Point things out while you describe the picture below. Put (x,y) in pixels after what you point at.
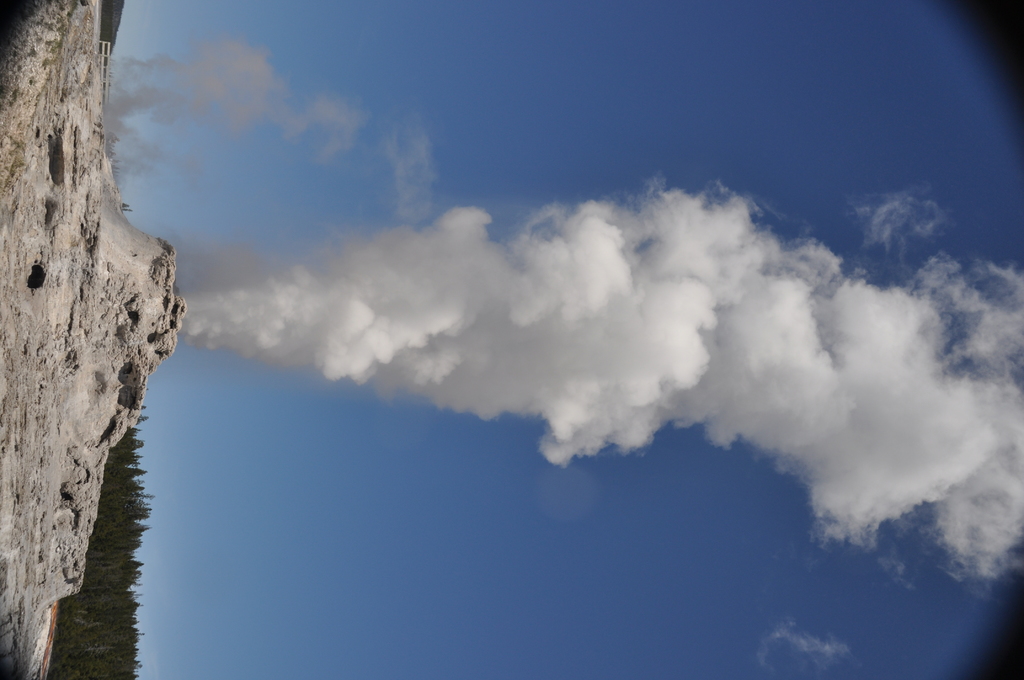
This image is in the right direction. On the left side of this image (86,463) I can see the ground (87,419). In the background (116,599) there are some trees (129,532). Here I can see a white color fume (512,328) in the air (525,48). On the top of the image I can see the sky (595,48).
